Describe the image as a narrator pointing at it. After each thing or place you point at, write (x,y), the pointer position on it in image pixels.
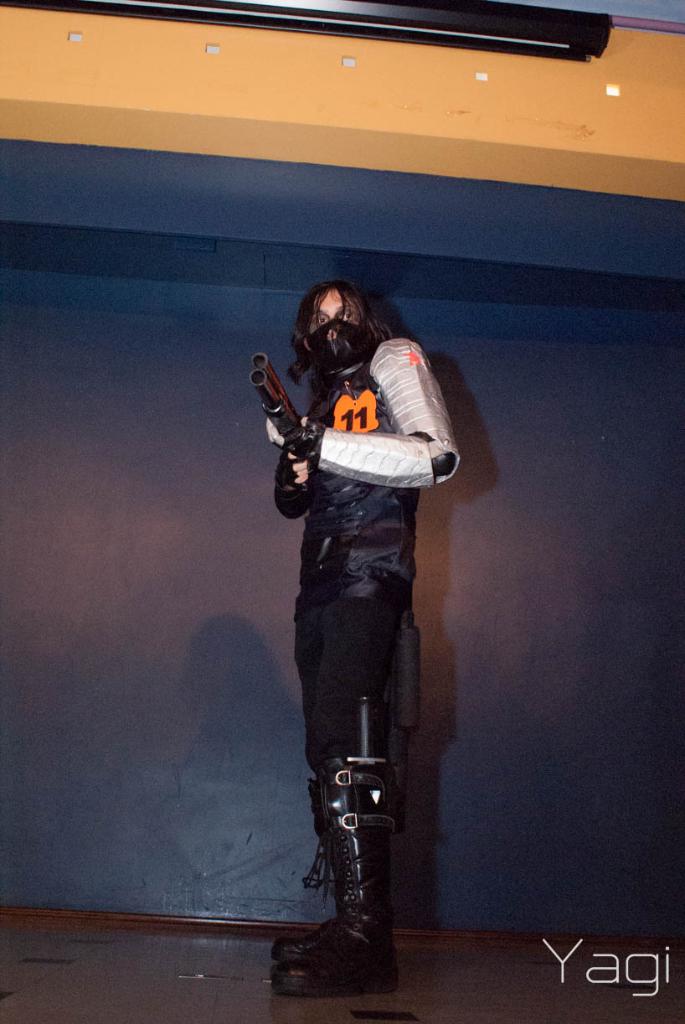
In this picture, we see a man (425,473) is standing. He is wearing a face mask (314,353). He is holding a black object (286,409) which looks like a rifle (286,419). At the bottom (63,1018), we see the floor (514,971). In the background (460,909), we see a blue wall (466,559). At the top (254,146), we see the roof (394,143) of the building (372,52) in blue, yellow and black color.
